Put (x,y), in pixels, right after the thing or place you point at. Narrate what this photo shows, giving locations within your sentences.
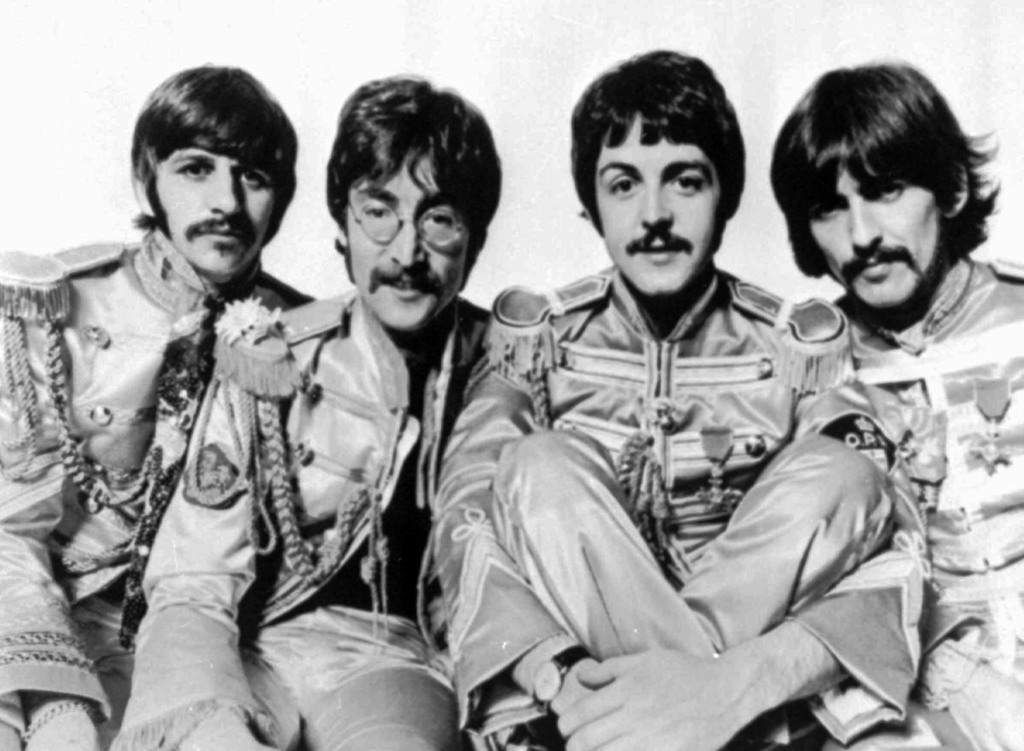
This is a black and white image. Here I can see four men (602,491) wearing same dresses (210,430), sitting, smiling and giving pose for the picture.
